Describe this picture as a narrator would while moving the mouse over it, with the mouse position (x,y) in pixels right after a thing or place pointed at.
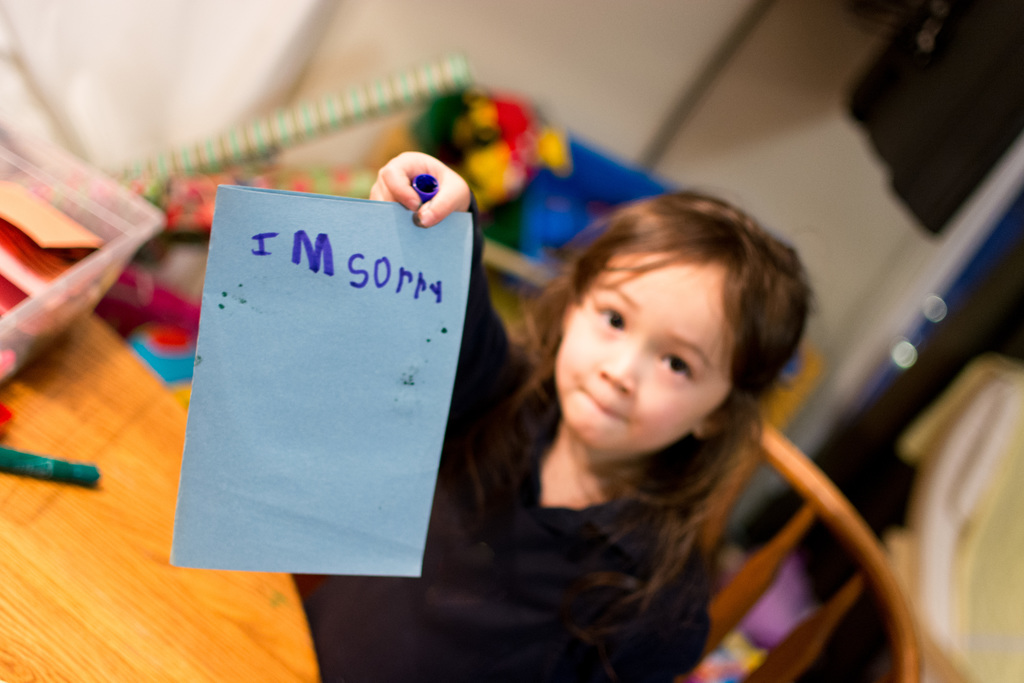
In this picture, we see a girl (495,444) in the black dress (516,593) is sitting on the chair (766,566) and she is holding a blue color card (361,355) with text (319,268) written as "I m sorry". In front of her, we see a table (118,563) on which a plastic box (43,322) containing the cards (49,257) and a green color objects (76,483) are placed. Behind her, we see the objects (143,319) in blue, green, yellow and pink color. On the right side (1023,656), we see a cloth (958,561) in white and yellow color. Behind that, we see a violet color toy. In the background (799,195), we see a wall (623,84). In the right top (1010,115), we see an object (910,206) in black color. This picture is blurred in the background (854,376).
